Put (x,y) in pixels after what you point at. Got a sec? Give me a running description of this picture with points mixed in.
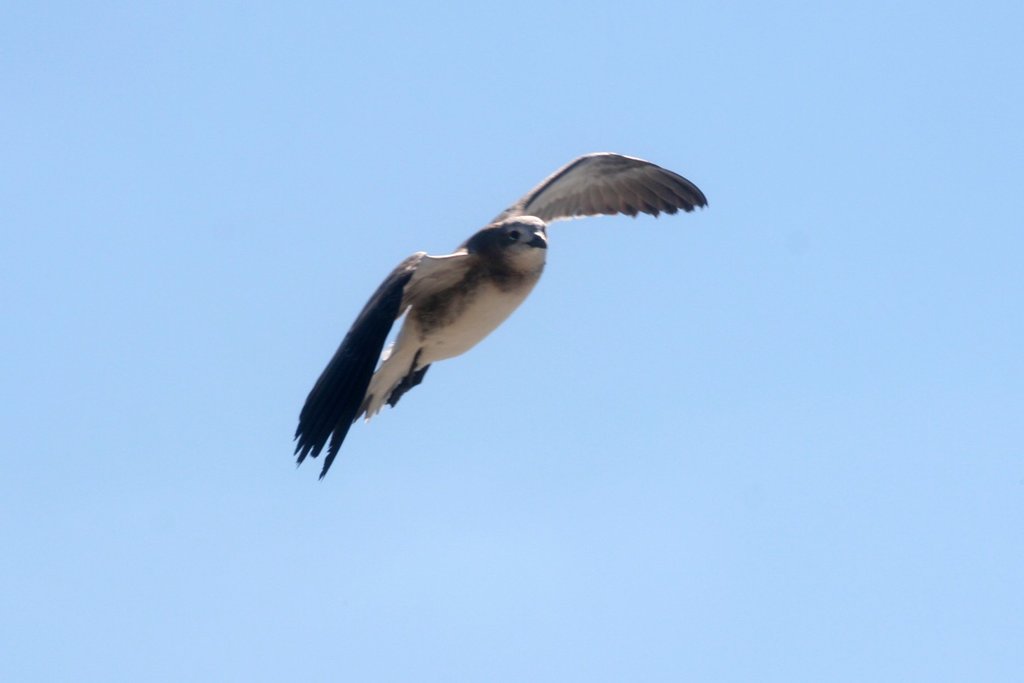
Here we can see a bird (392,306) flying in the sky (60,262).
